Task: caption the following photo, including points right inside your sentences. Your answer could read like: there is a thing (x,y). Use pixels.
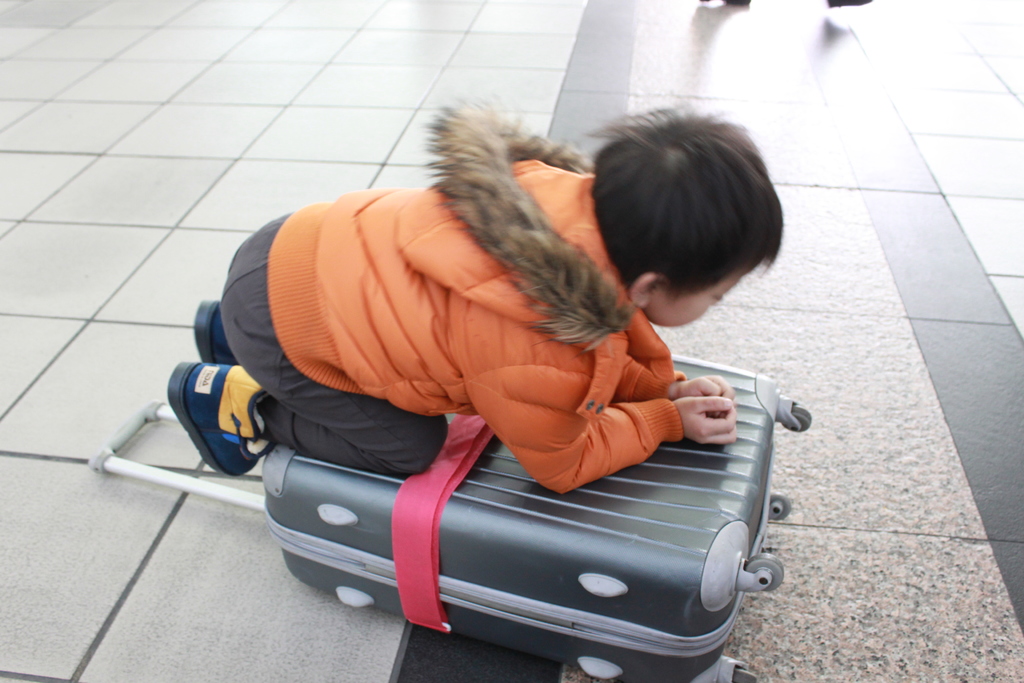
This is a floor (311,64) where we can see a boy (525,399) on a luggage bag (511,514) wearing an orange colour jacket (511,397).
